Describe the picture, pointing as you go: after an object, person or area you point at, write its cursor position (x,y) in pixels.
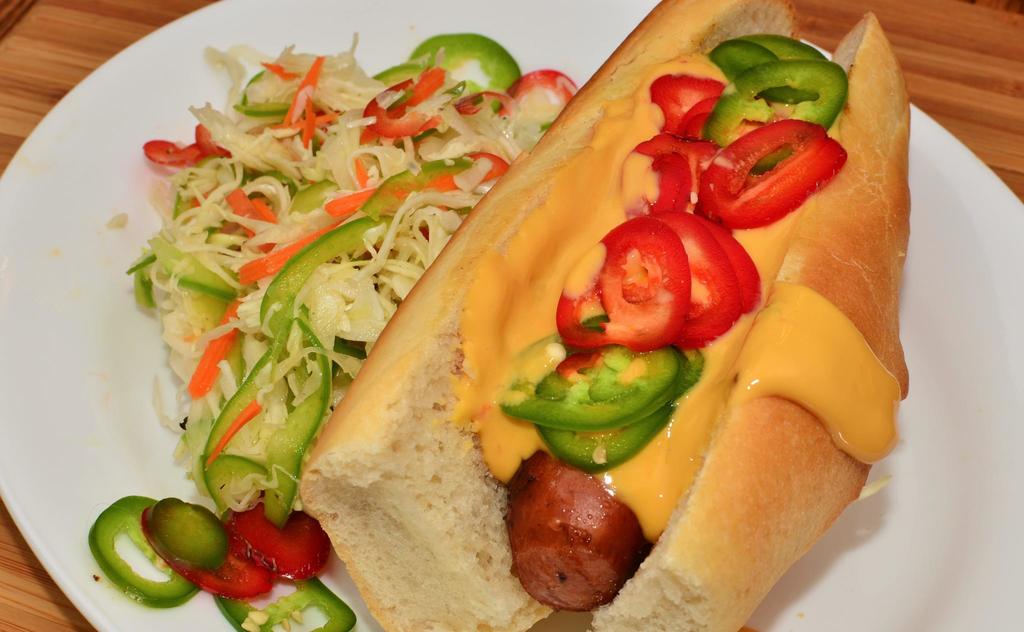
In this image we can see food items (353,218) in a plate (76,285) on the table (33,37).
